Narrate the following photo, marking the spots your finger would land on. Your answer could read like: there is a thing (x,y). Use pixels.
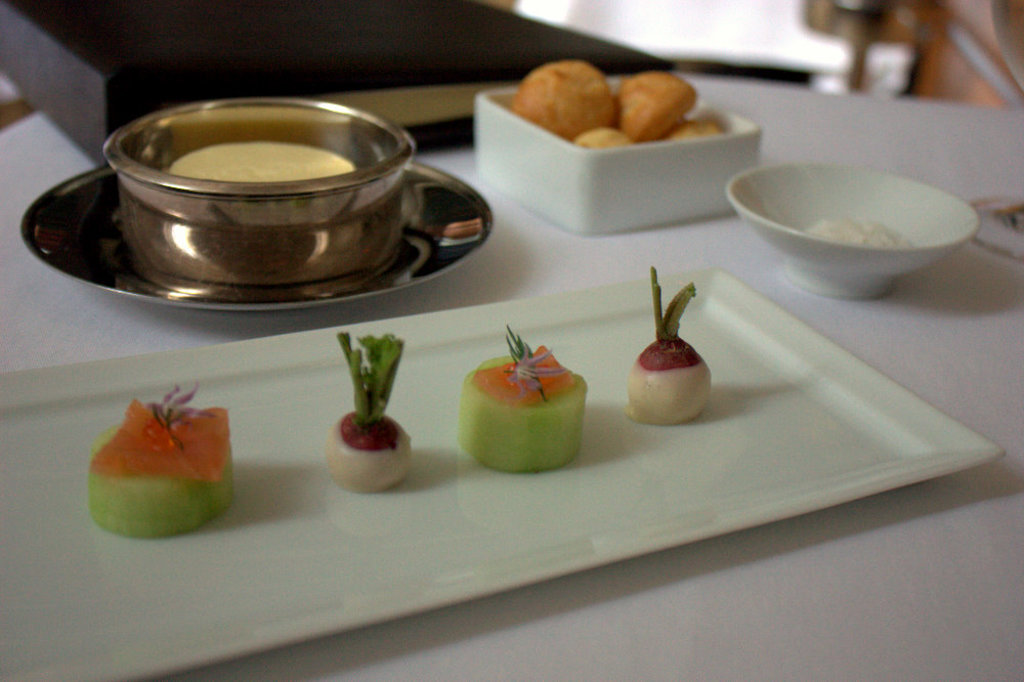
In the picture I can see food items (355,401) on white color tray (423,415) and bowls (753,216). I can also see a saucer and some other objects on a white color table (852,121). The background of the image (245,6) is blurred.
